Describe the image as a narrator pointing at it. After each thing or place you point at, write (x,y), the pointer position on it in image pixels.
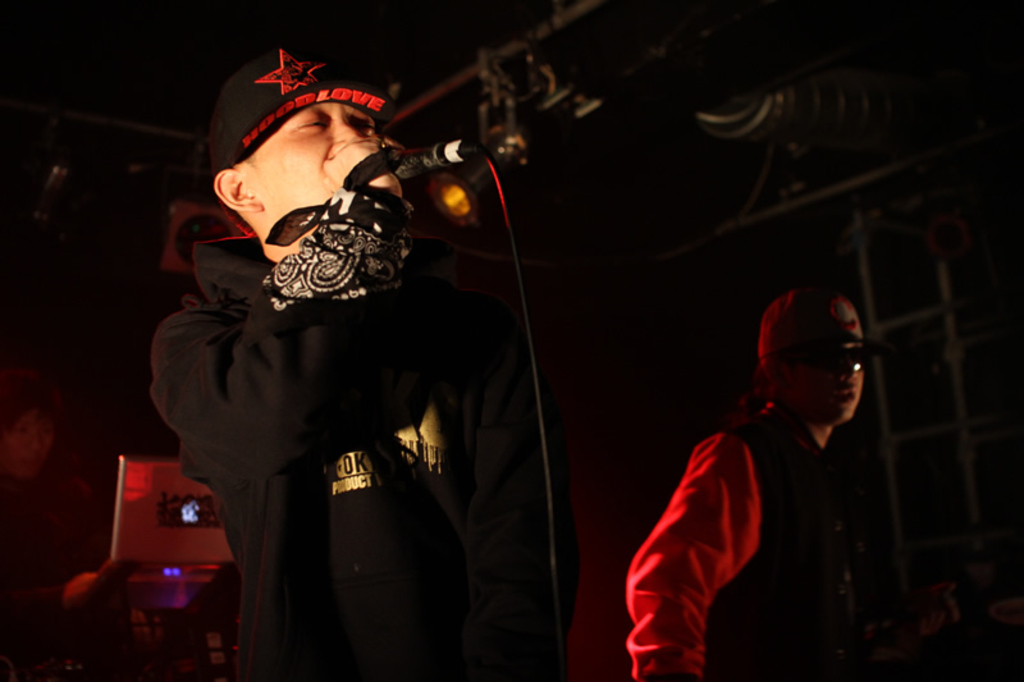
In this image i can see there are two men (317,315) among them, one is singing a song in front of a microphone (465,146).
